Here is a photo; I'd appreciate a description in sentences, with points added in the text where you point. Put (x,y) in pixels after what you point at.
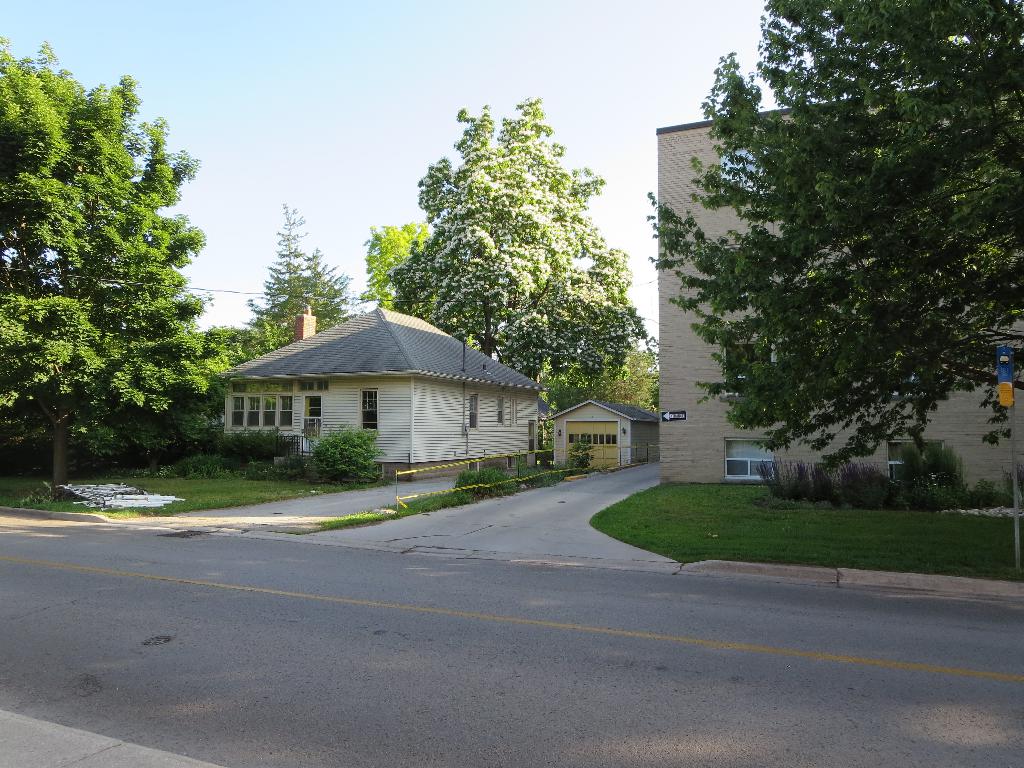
In this image we can see some buildings (410,431) and there is a road (753,588). We can see some trees (540,266), plants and grass (672,506) on the ground (784,559) and at the top (543,87) we can see the sky (150,112).
